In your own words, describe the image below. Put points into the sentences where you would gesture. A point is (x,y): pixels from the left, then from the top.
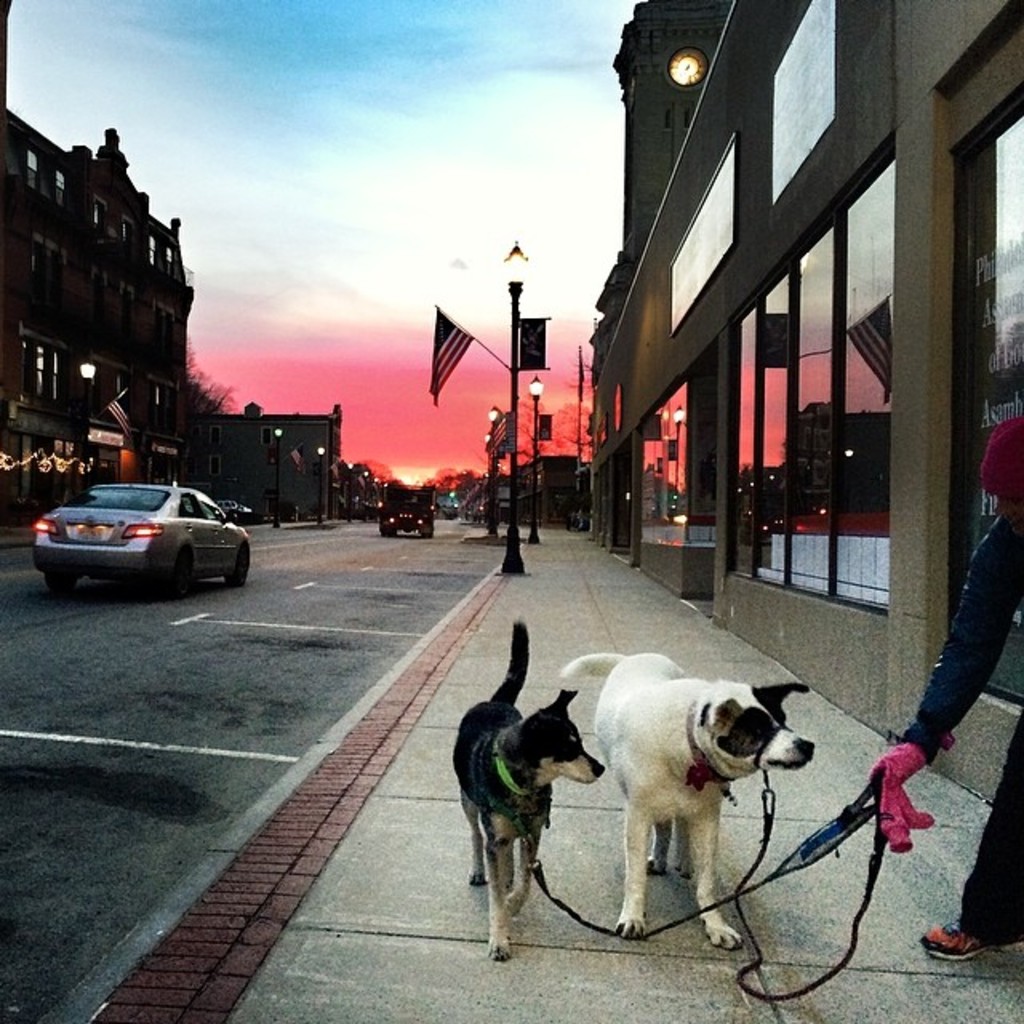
This image is clicked on the road (235,778). To the left (233,761) there is a road (195,594). There are vehicles (186,542) moving on the road (156,675). To the right (690,924) there is a walkway (528,895). There are two dogs (637,766) and a person (1002,600) walking on the walkway (909,930). The man (894,839) is holding the dogs (481,854) with the help of a leash (765,795). On the either sides of the image there are buildings (651,290). On the walkway (542,585) there are street light poles (516,319). At the top (390,131) there is the sky (425,140).
